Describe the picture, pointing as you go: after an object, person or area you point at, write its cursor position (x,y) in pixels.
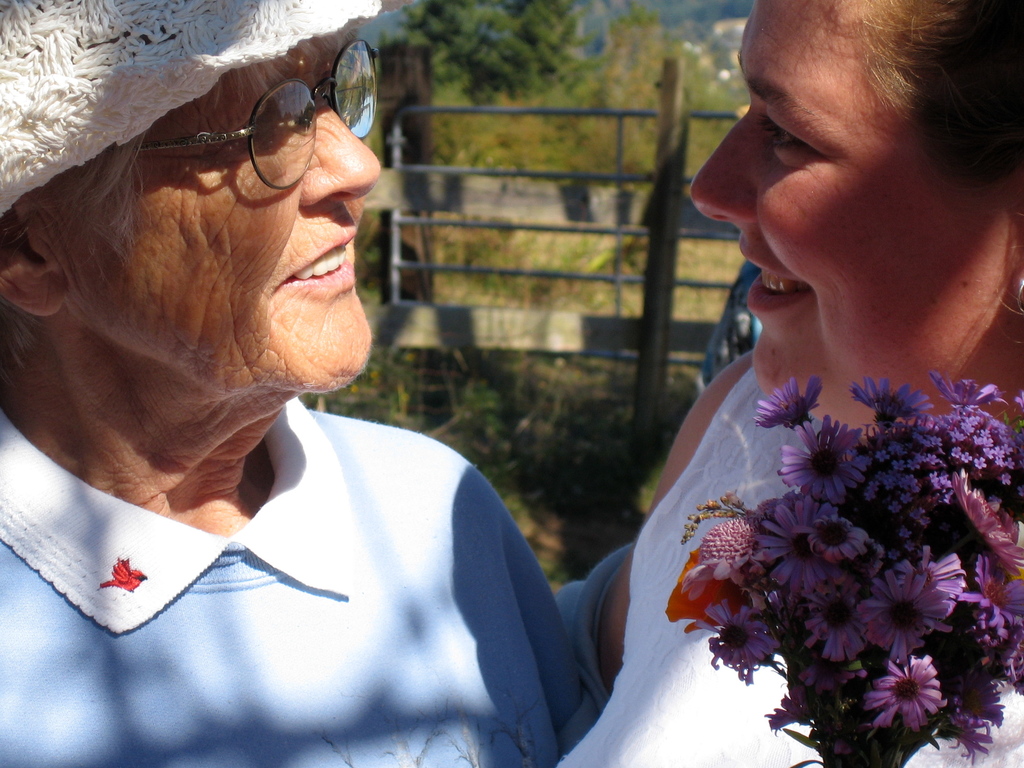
In this picture we can see flowers (769,559), spectacle (367,105), cloth (24,110), two women (233,259) smiling and in the background (604,373) we can see fence (694,337), plants (552,262), trees (517,71) and some objects (738,291).
